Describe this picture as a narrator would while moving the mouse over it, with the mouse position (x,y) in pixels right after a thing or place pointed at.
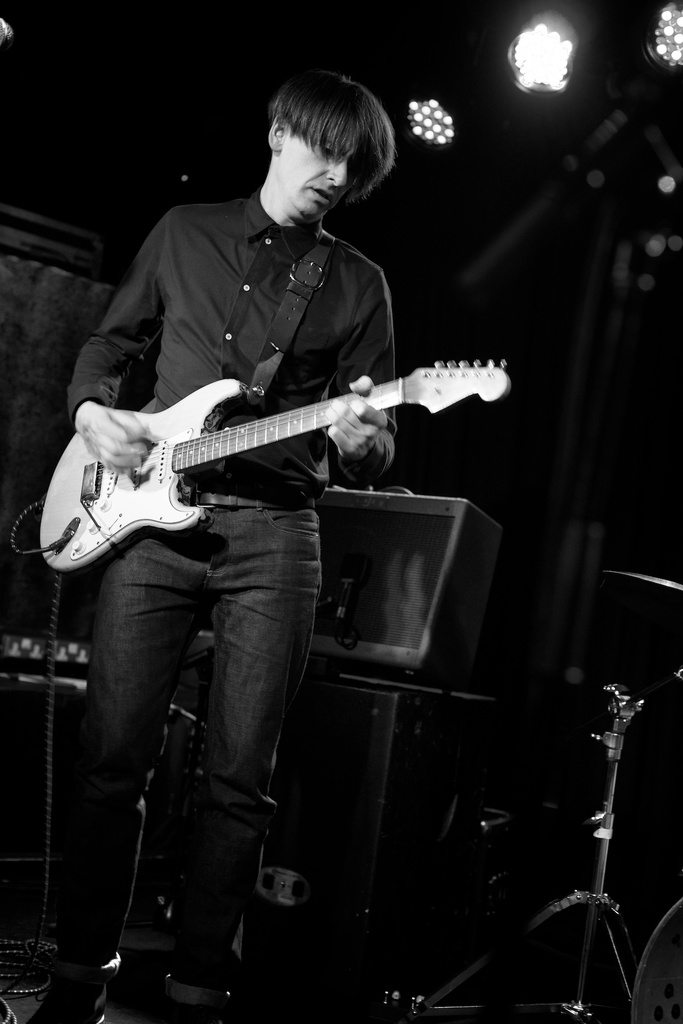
In this image i can see a man (257,510) holding a guitar (157,478), at the back ground (372,659) i can see an amplifier (396,562), at the top (554,45) there is a light (557,55).
